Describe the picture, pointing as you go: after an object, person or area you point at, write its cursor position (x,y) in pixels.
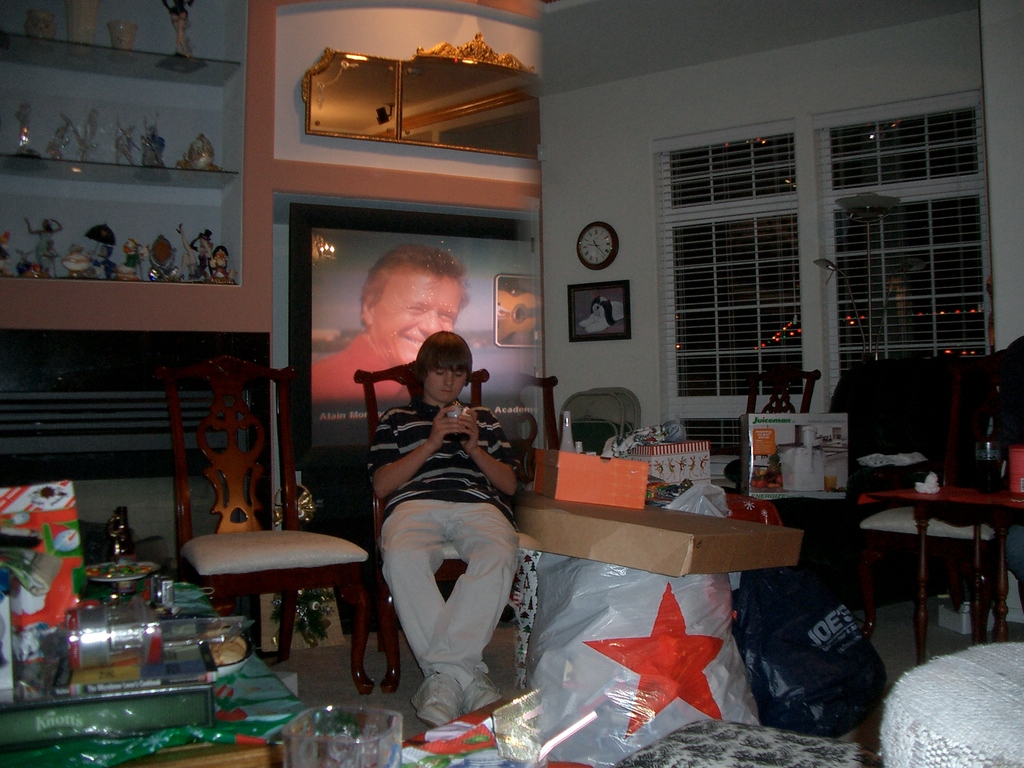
At the center of the image (464,483) there is a boy (415,458), who is sitting on the chair (390,375) and holds a mobile (460,410). At back (418,302) side there is a projector (462,279) which shows a person (395,321) wearing a red shirt (353,363) and a guitar (522,315). There is a clock (606,247) and photo-frame (615,288) attached to the wall (655,296), besides its there is a window (774,253). On the table (967,499) there is a bottle (989,447) and a box (1015,483). There is a plastic bags (736,624) on the floor (894,649). On left side (94,580) there is a plate (137,577). On the top left (128,66) there is a shelves (126,75) which having many toys (147,248).
